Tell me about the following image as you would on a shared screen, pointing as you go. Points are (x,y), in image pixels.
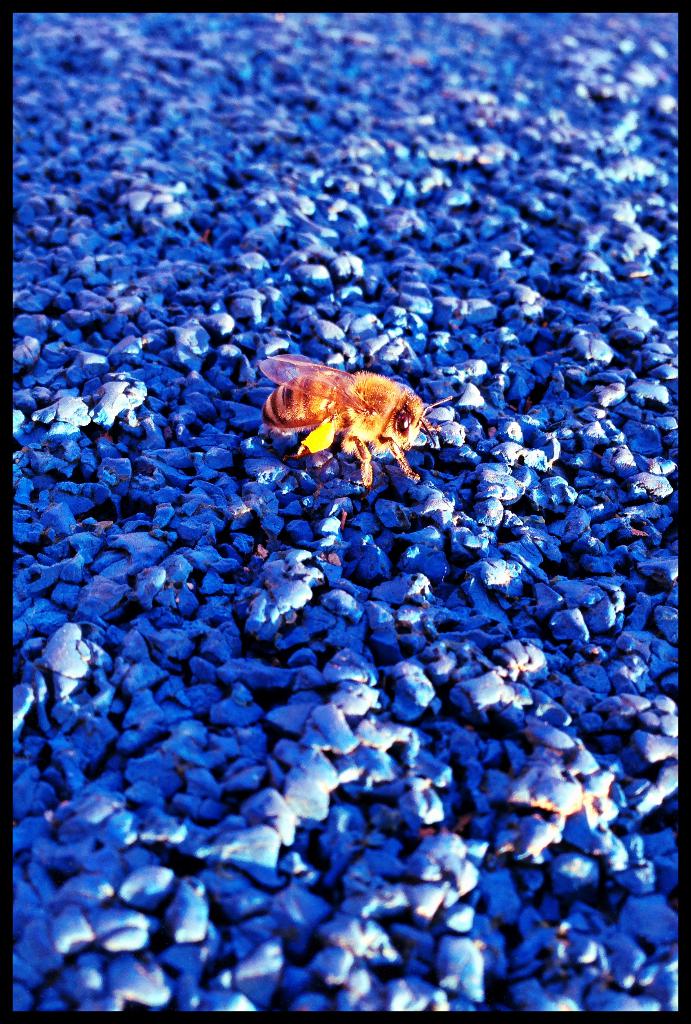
In this image we can see an insect (327,433) and blue stones (519,487).
